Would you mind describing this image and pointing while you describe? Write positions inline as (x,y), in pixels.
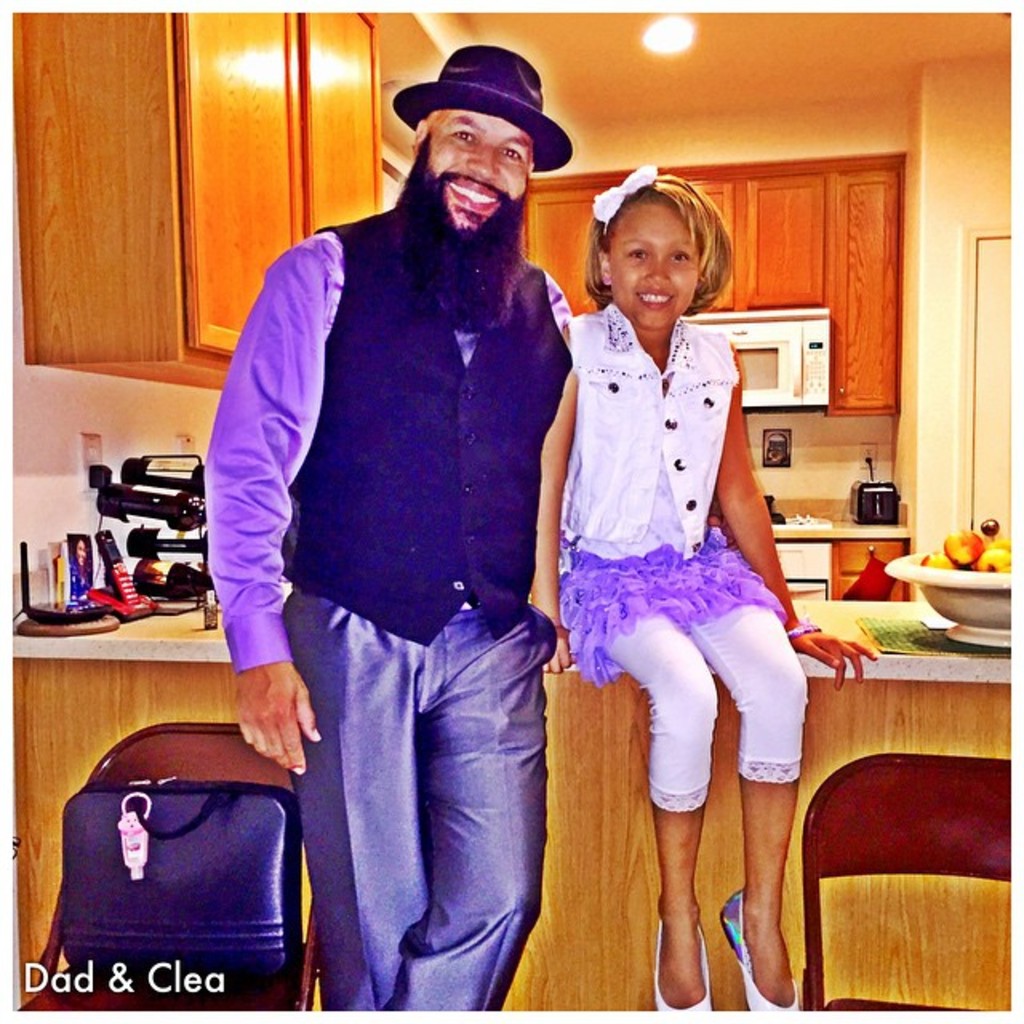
In front of the picture, we see a man (481,494) who is wearing a hat (478,70) is standing. Beside him, we see a girl (620,553) is sitting on the table (598,709). Both of them are smiling and they are posing for the photo. On either side of the picture, we see the chairs (227,761). In the left bottom (164,861), we see a black bag (169,895) is placed on the chair (171,999). Behind them, we see a counter top (129,656) on which a bowl (946,594) containing fruits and some other objects (144,548) are placed. On the left side (217,339), we see a cupboard (277,190). In the background (731,209), we see a cupboard (779,284) and a oven (780,326). Beside that, we see a white wall (949,166). At the top (675,15), we see the light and the ceiling (645,100) of the room (636,147).
